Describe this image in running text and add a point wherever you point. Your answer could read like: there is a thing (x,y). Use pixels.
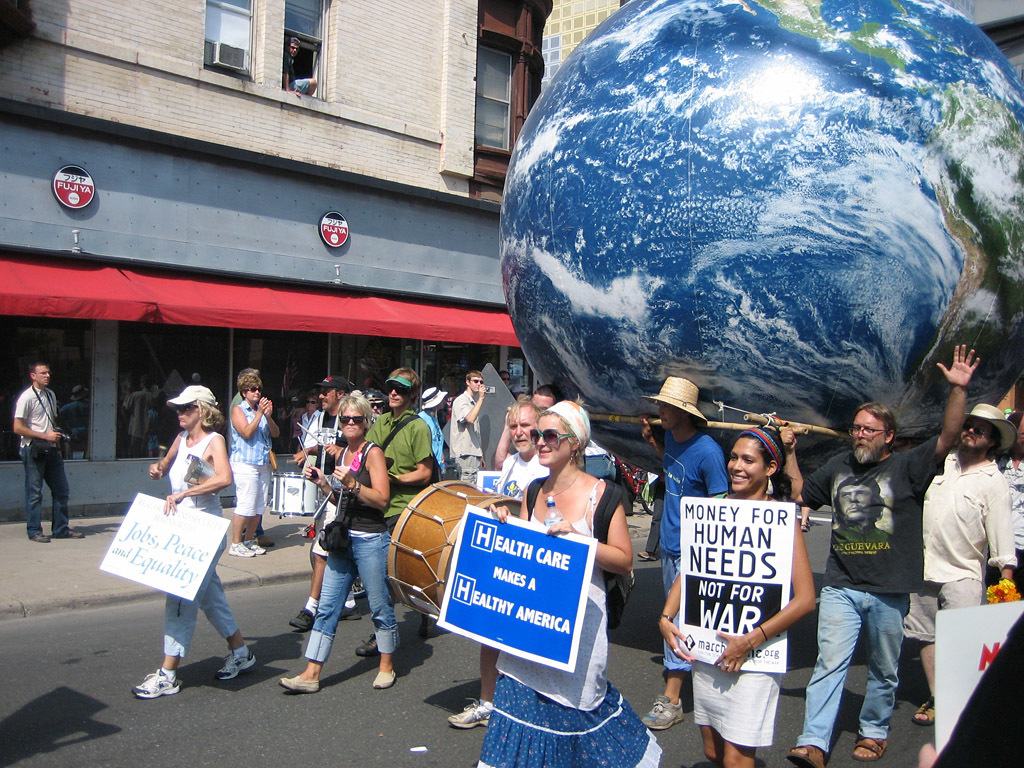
There are group of people (242,496) walking. few people (217,561) are holding placards (564,615) and few people (380,513) are playing musical instruments (439,487). This is a big ball (800,274) with earth structure (786,186). This is a building (252,128) with windows (497,86). This is the awning (398,315) which is red in color. These are the windows (165,379) of the building (212,368).
